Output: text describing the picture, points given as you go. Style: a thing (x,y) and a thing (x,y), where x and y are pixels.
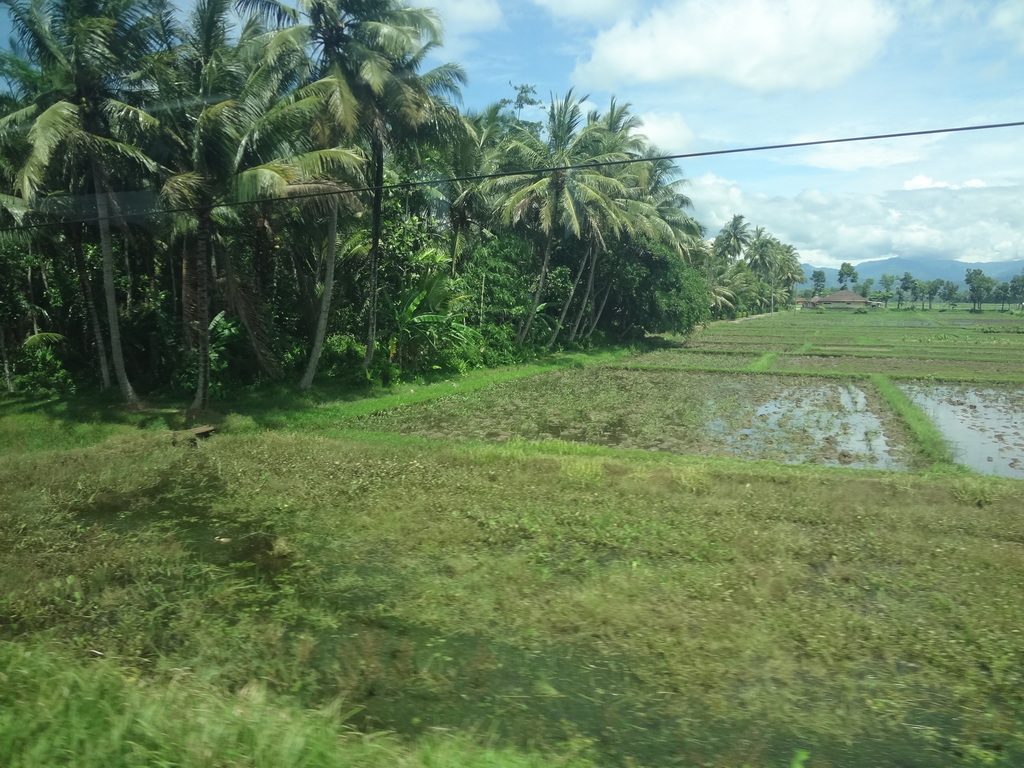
In this picture I can see grass (507,612), water (839,441) and trees (368,307). In the background (845,122) I can see the sky (845,152) and a wire (941,129).
